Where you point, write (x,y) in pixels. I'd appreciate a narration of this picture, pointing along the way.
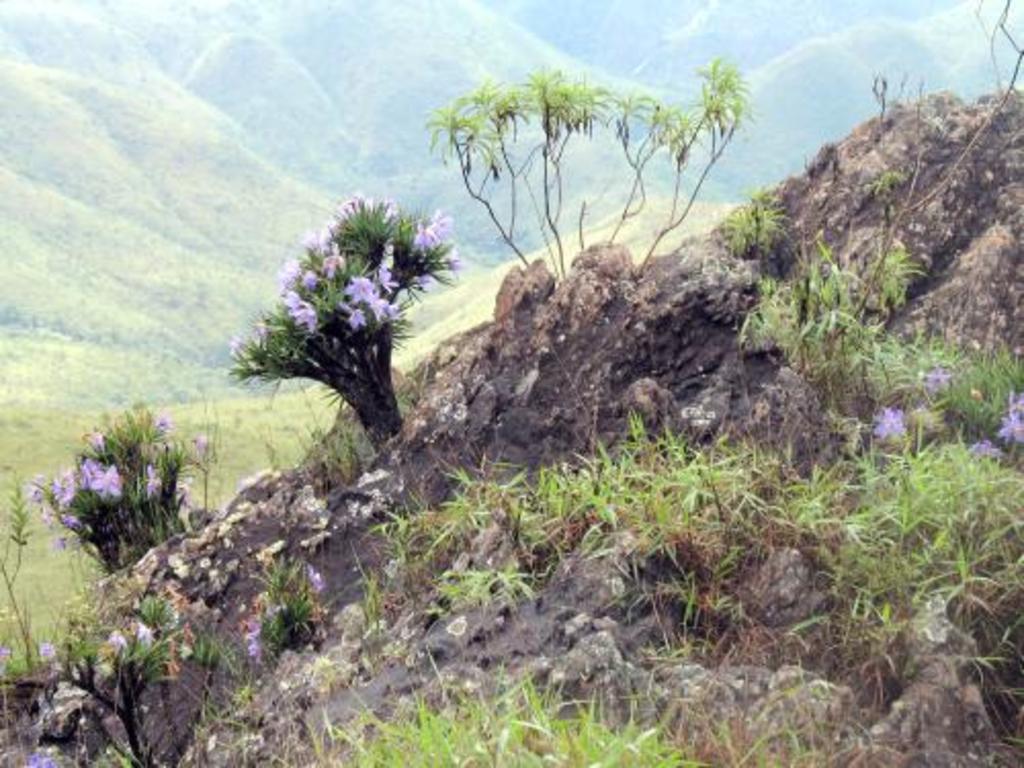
There are plants (164,448) having blue color flowers (391,306) on the hill (430,411), on which, there is grass (484,761) and other plants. In the background (732,5), there are mountains (914,51).
